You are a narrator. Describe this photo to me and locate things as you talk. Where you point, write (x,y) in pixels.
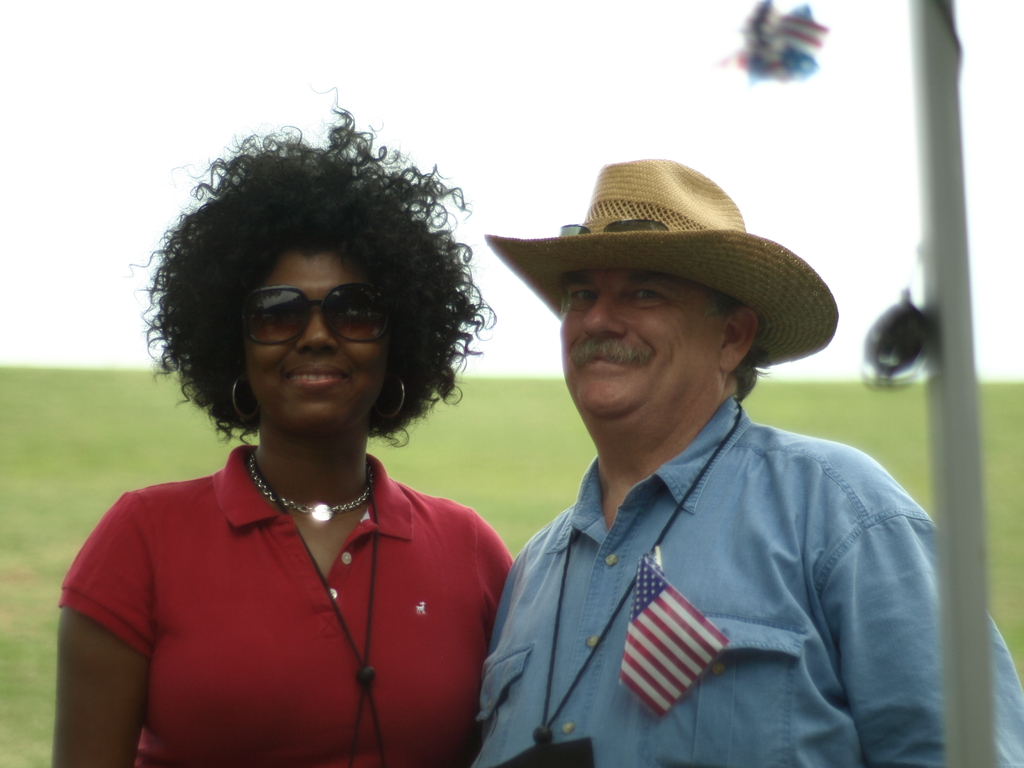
In this picture we can see two people (464,689) smiling, flag (650,592), hat (626,212), goggles (249,321), some objects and in the background (539,358) we can see the grass (119,424) and the sky (297,122).
